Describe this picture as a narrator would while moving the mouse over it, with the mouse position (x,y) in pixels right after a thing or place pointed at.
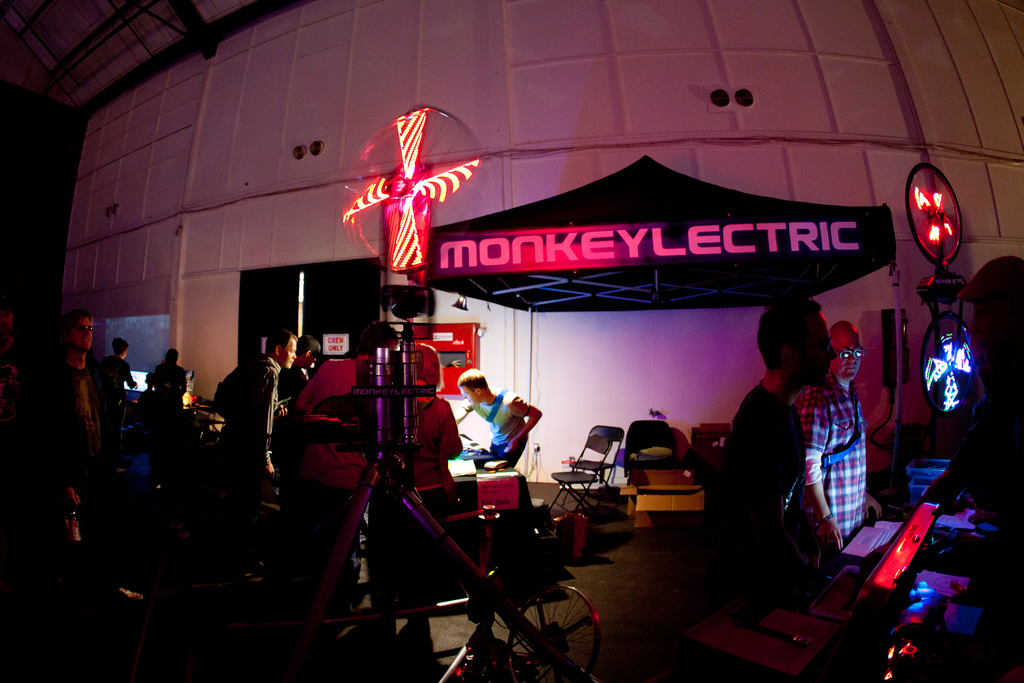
In the image in the center (418,351), we can see a few people (520,444) are standing. And we can see one cycle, chairs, boxes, lights (889,651), one monitor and a few other objects (497,508). In the background (191,219) there is a wall (560,179), roof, door (312,288), banner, lights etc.
